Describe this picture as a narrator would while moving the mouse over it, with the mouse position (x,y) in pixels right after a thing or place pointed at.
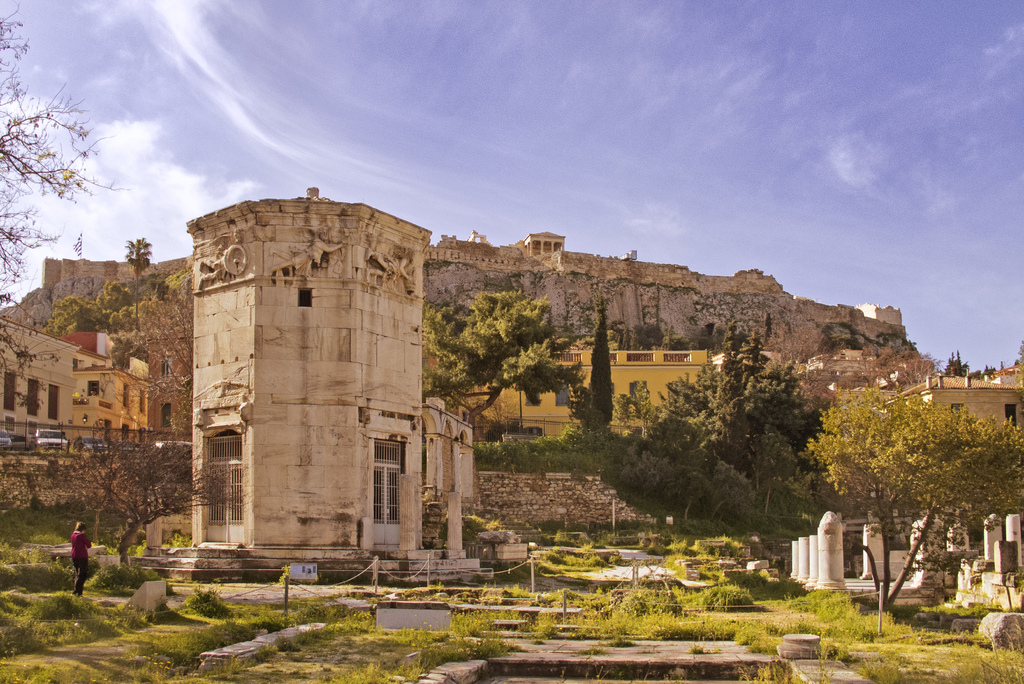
In this image there is the sky (627,133) towards the top of the image (450,94), there are clouds (233,113) in the sky (640,85), there are buildings (338,296), there are doors (389,482), there are windows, there are vehicles (54,441) towards the left of the image (39,437), there are trees (519,339), there is grass (332,667), there is a man (80,550) standing, there are objects (987,556) towards the right of the image (993,536).
